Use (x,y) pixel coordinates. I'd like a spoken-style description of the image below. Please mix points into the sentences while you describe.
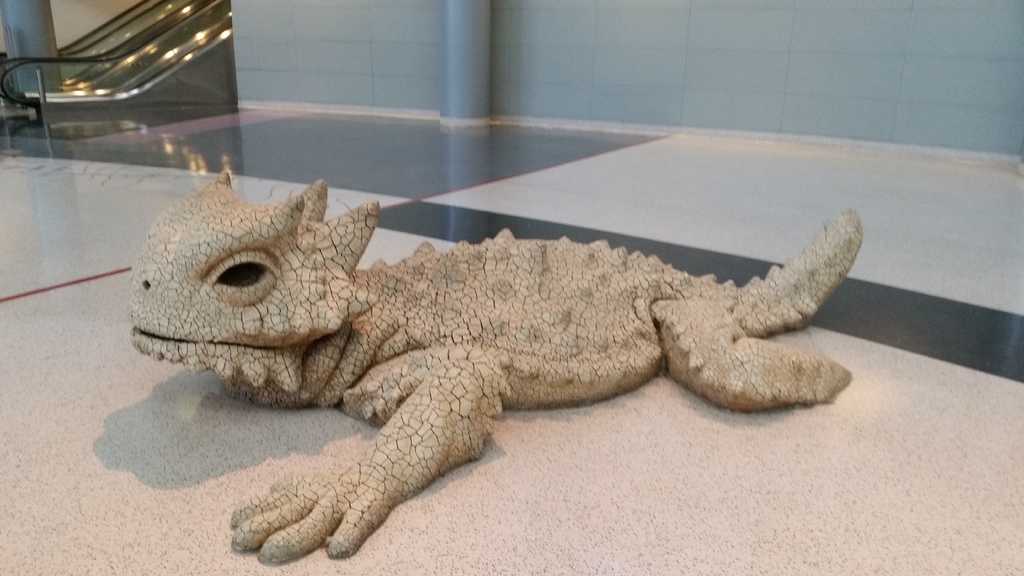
In this image we can see a toy reptile (440,255) on the surface (504,219). On the backside (510,75) we can see a wall (514,97), pillar (480,120) and an escalator (178,65).
